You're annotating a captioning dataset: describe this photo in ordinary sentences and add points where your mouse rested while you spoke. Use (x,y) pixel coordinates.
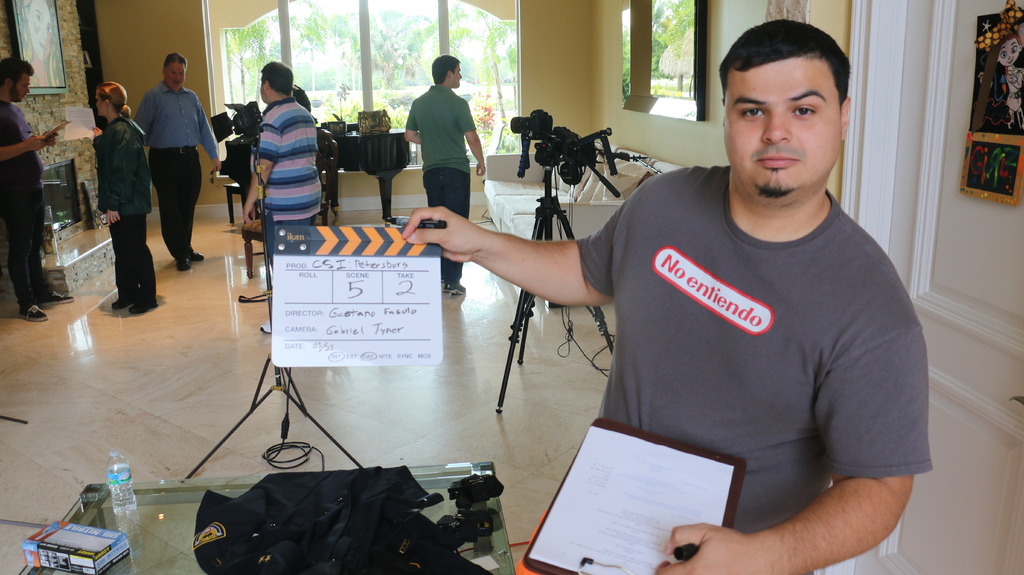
In this image we can see persons (593,285) standing on the floor (209,300), windows (253,83), camera (549,130), tripod (551,158), papers (633,476), plank (621,482), cables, disposal bottle (125,475), table (145,531), books (117,559) and a mantelpiece (73,212).
